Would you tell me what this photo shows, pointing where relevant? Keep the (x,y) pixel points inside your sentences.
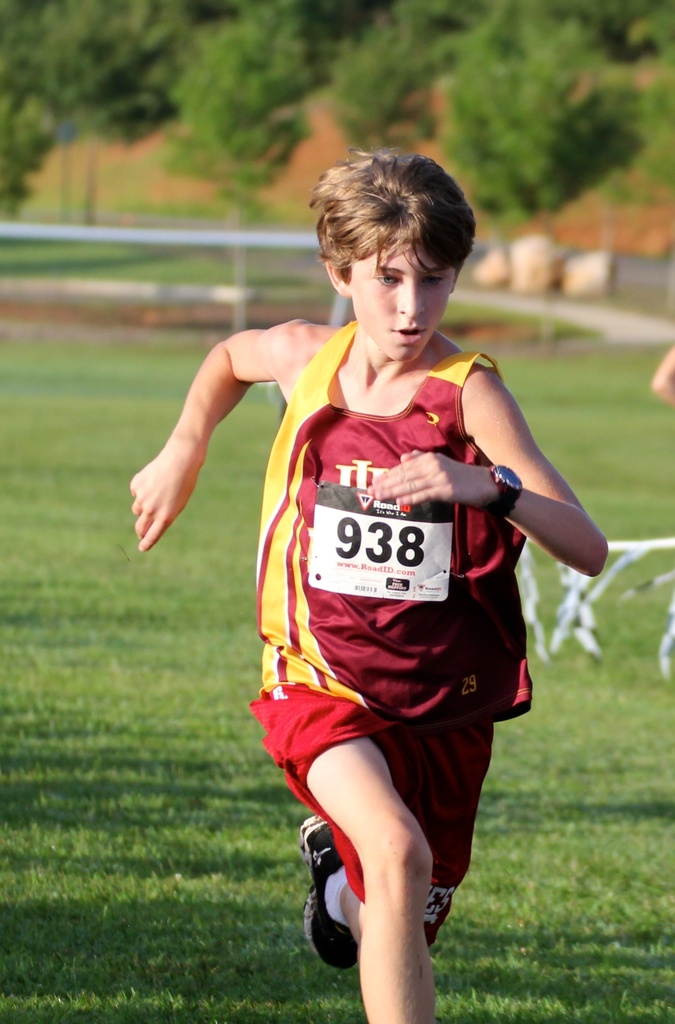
In this image there is a boy (410,526) running on a grassland (662,940), in the background (544,96) there are trees (266,47) and it is blurred.
